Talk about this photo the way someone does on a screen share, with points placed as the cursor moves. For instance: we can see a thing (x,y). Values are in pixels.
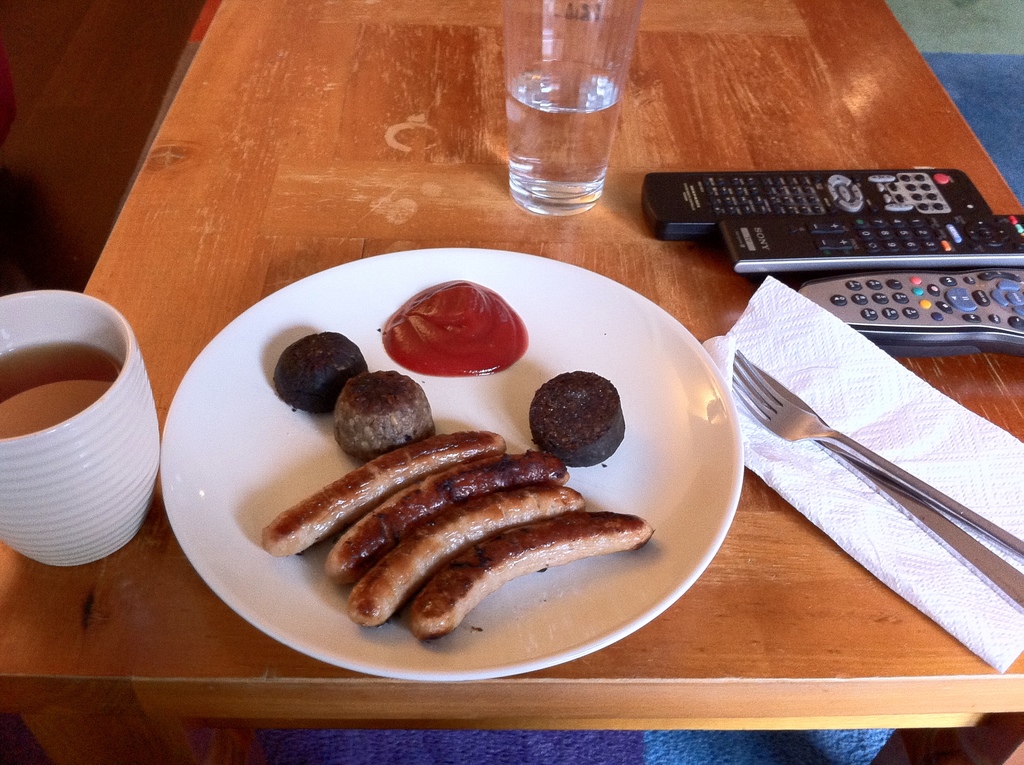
This image is taken indoors. At the bottom of the image there is a floor (530,744). In the middle of the image (620,256) there is a table (706,43) with a glass (552,133) of water (559,106), a tissue paper (918,456), a knife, a fork (761,397), a cup (81,423) of tea (83,380), three remotes (982,345) and a plate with sausages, meatballs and sauce (468,344) on it.
